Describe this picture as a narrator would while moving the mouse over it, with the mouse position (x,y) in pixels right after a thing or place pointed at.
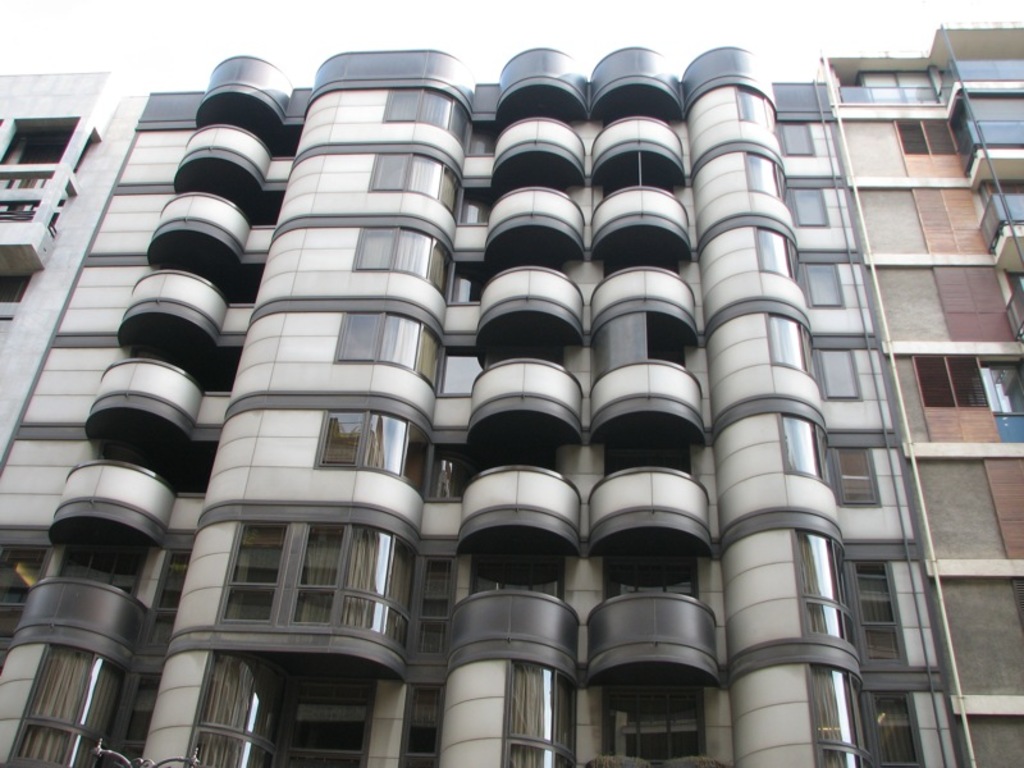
In this image we can see building (406,378) with balconies (555,479), glass walls (424,369) and windows (377,337). At the top (552,23) there is sky (490,14).
